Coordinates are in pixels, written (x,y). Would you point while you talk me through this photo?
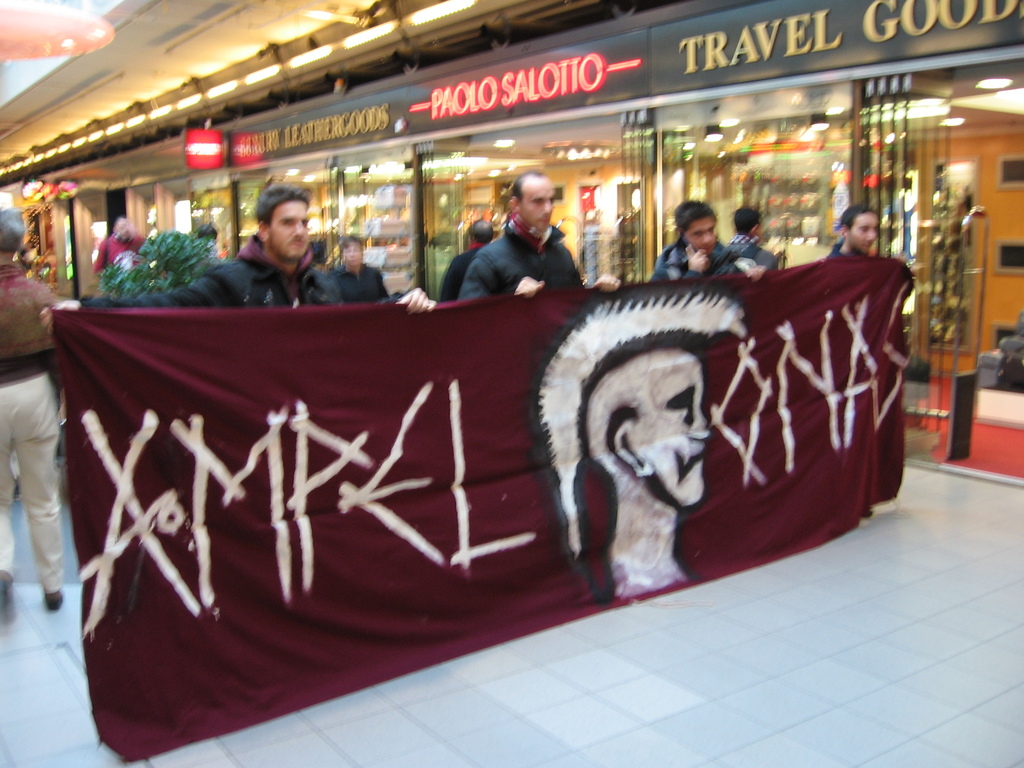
Here we can see few persons (278,219) are standing on the floor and holding a banner (462,438) in their hands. In the background (108,229) there are few persons (122,232), house plants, hoardings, name boards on the wall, lights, stores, glass doors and through the glass door (420,216) we can see frames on the wall (570,202), objects (489,207) in the room (397,176) and the lights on the ceiling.
